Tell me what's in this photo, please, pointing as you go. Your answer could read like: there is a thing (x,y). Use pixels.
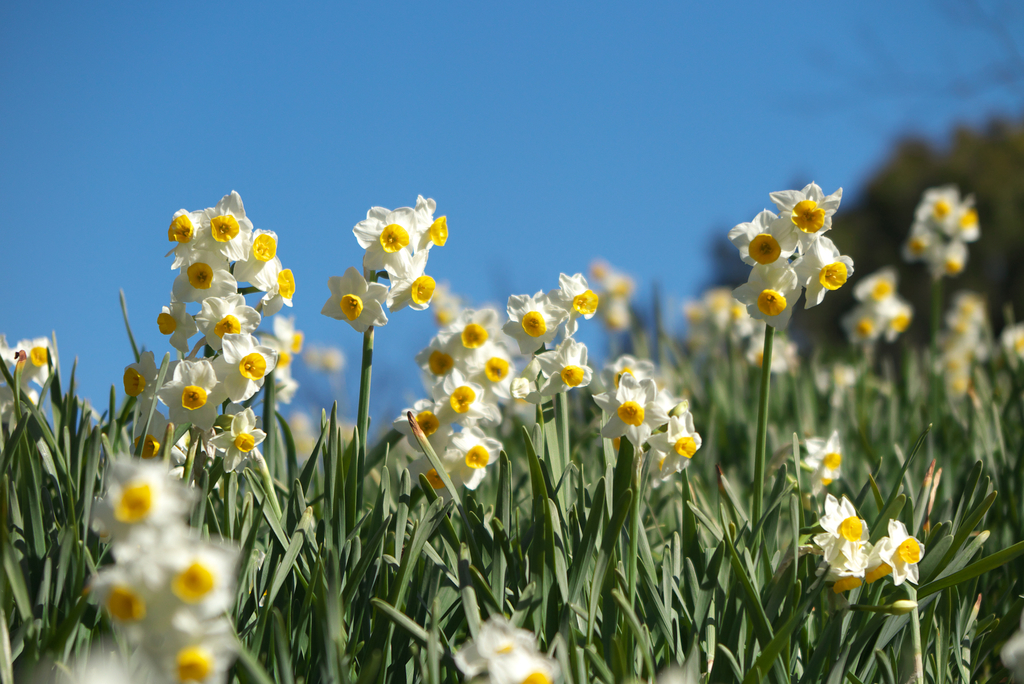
In this image I can see there is some grass (606,472) and plants (450,398), I can see there are few white flowers (456,377) and the sky (598,170) is clear.
